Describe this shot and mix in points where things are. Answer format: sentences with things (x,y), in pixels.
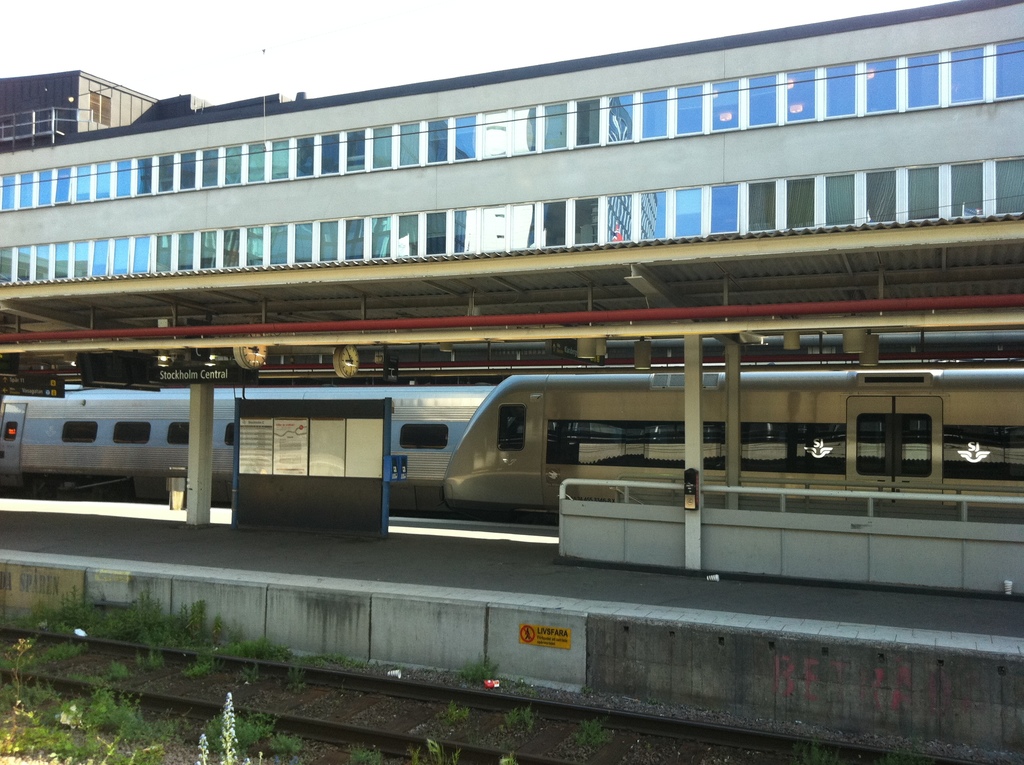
In the center of the image (551,274) we can see one building (394,199), platform (462,522), railway track (432,691), trains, pillars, grass (139,731) and a few other objects (281,501).
